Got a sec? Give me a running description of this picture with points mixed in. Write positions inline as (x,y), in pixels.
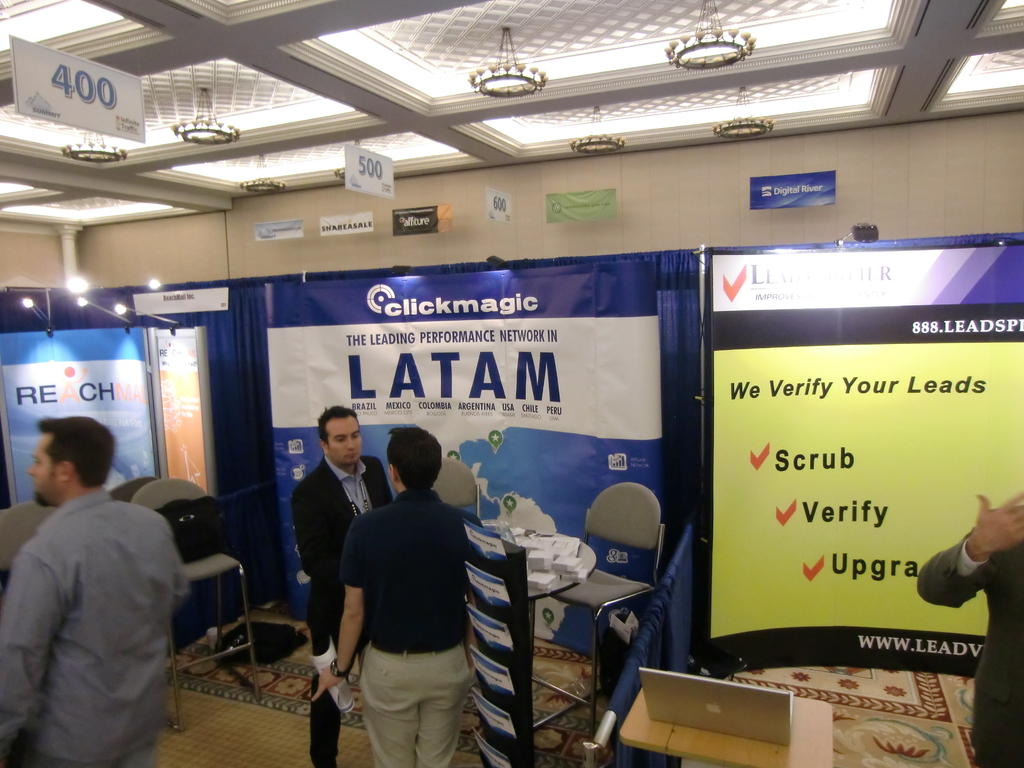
Here we can see people (429,506) standing here and there and there are chairs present and there is a laptop (687,680) present on the table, behind them we can see banners (479,460).
